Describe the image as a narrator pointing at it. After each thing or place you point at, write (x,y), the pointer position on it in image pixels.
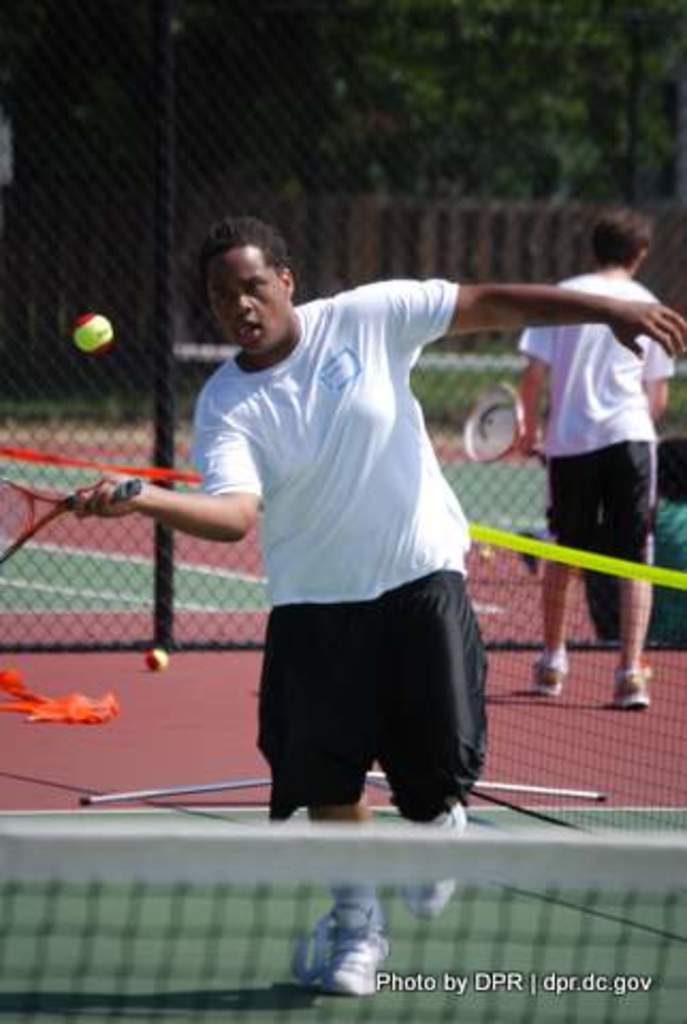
As we can see in the image there is fence (512,485), two people (565,455) holding tennis racket (512,428) and wearing white color t shirts (327,475). In the background (356,90) there are trees (313,58).
